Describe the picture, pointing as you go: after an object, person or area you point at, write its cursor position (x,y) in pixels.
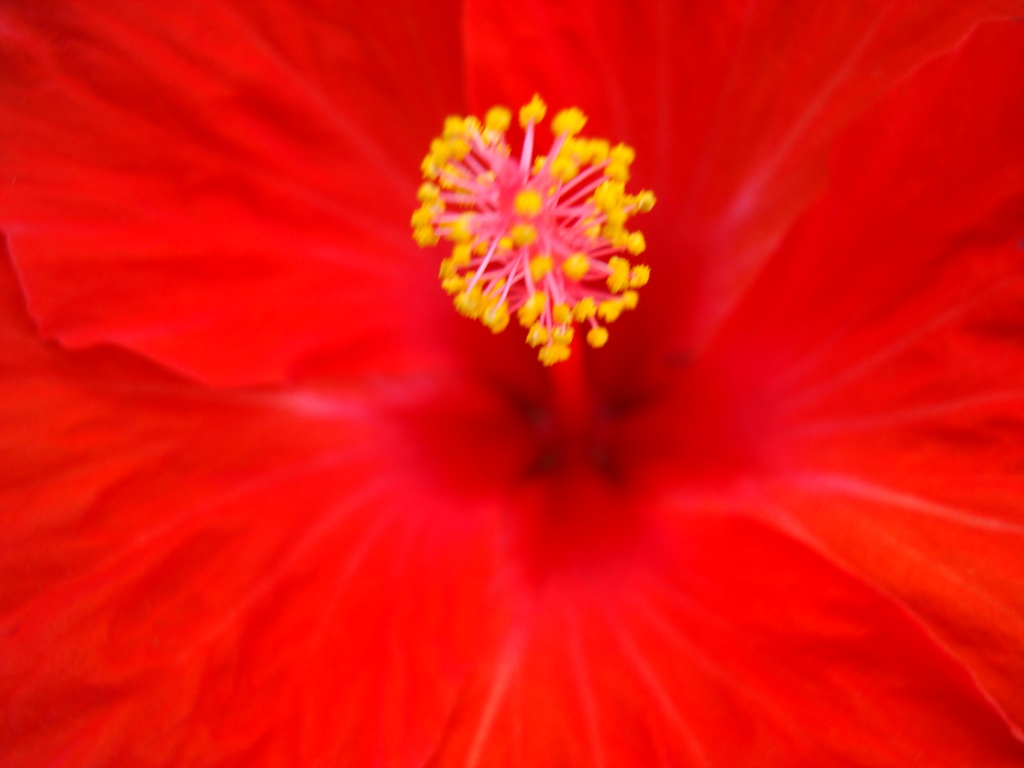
In this picture I can see there is a red color flower (437,275) and it has red petals (410,616) and it has pollen grains (522,238).
